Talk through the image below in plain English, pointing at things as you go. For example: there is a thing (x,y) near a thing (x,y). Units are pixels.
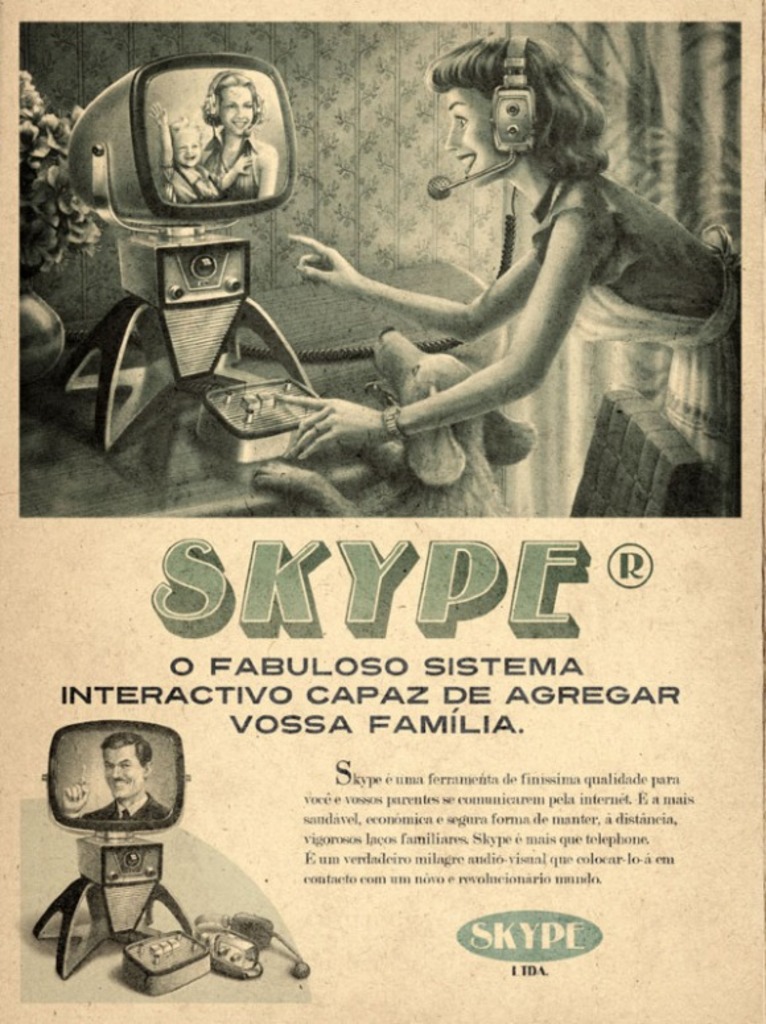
In this picture, it looks like a pamphlet (393,265). On the pamphlet (433,318), there are images of televisions (141,249), people (412,418), a dog (429,447), a houseplant (90,215) and words (441,627).
